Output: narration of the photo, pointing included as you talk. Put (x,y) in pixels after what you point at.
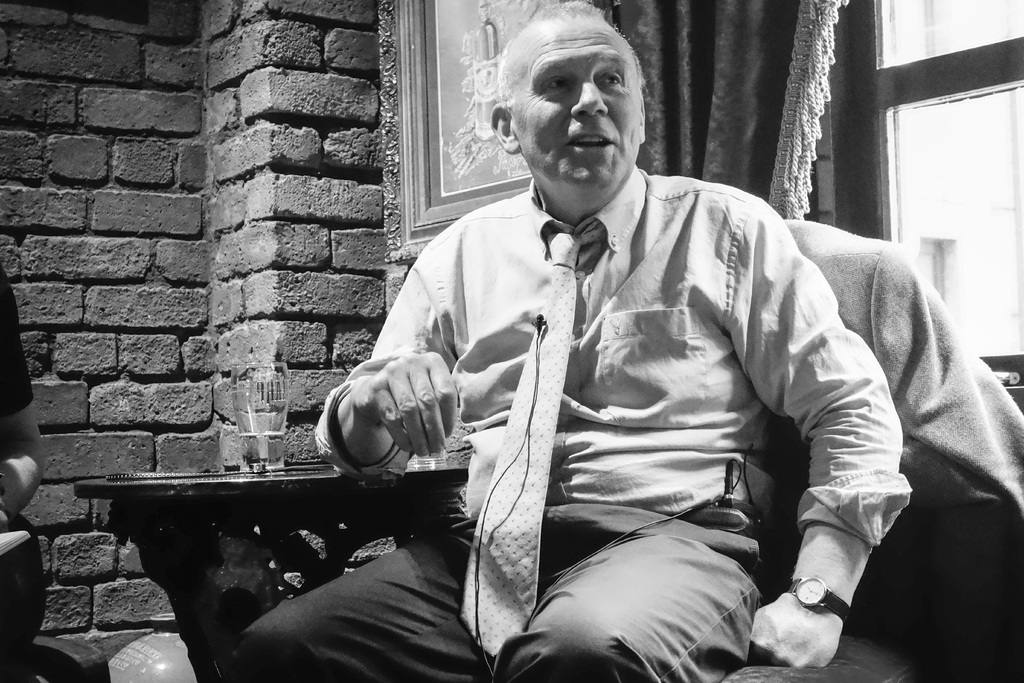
In this picture there is a man (469,648) sitting on a chair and we can see cloth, glass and object (177,486), behind him we can see glass window (922,202), curtain (694,66) and frame (398,106) on the wall (86,406). On the left side of the image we can see a hand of a person (19,503).
